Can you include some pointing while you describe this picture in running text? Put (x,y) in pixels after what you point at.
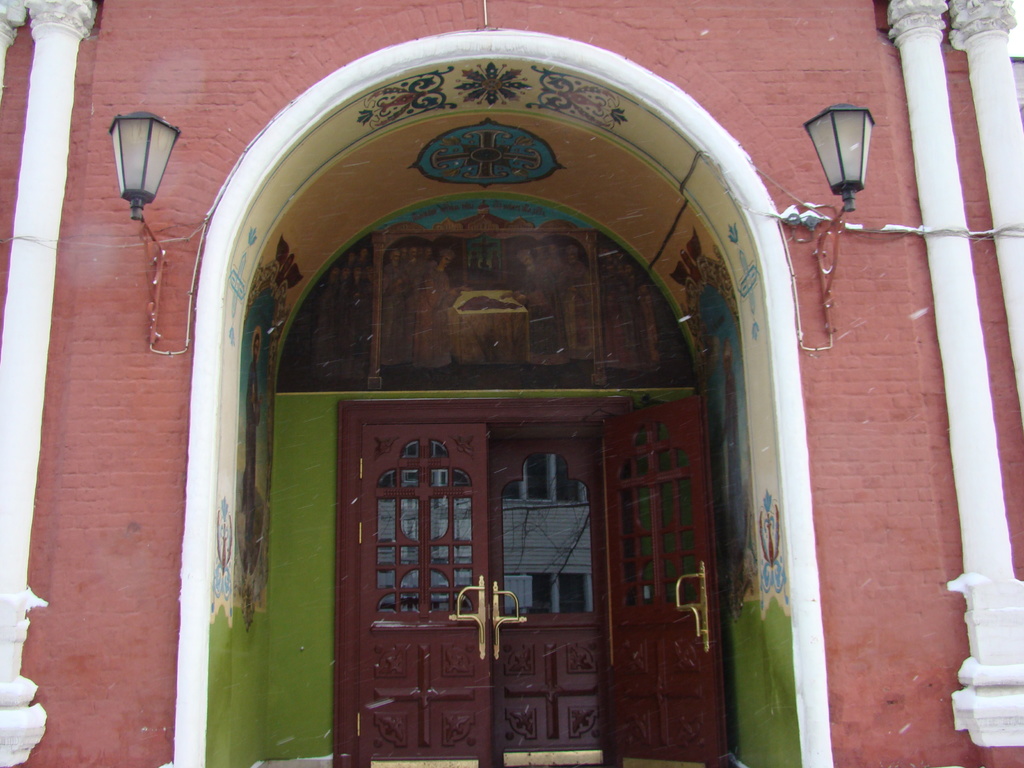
This is the front view of a building (478,329), in this image there is an open wooden door (441,465), beside the door (472,444) there are lamps (140,201) on the wall (200,111).
